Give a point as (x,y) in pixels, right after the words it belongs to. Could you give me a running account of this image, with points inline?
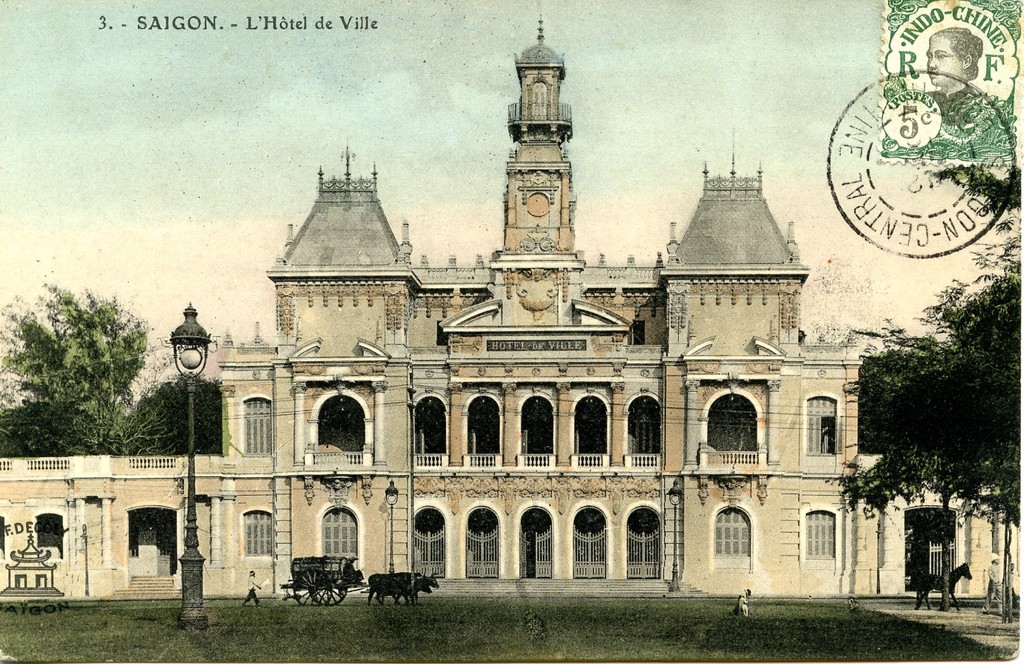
In the image there is a picture of a huge building (572,512), there is a bullock cart (361,576) in front of the building (212,569) and there is a garden (830,617), beside the garden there are some trees (968,379), there are two stamps (886,133) on the image on the top right corner (869,124).
